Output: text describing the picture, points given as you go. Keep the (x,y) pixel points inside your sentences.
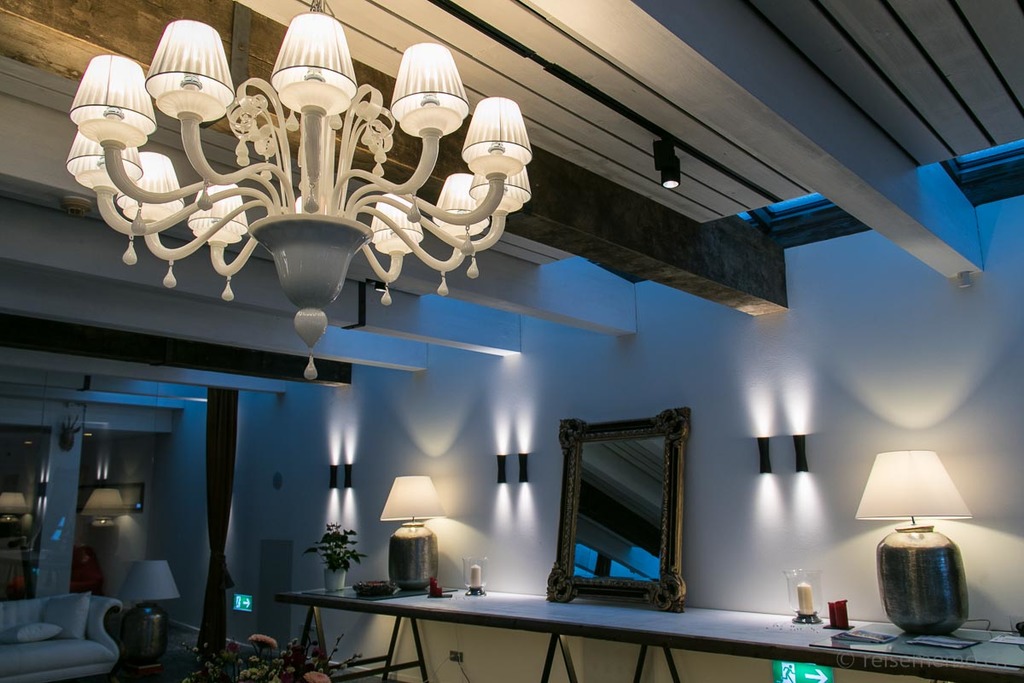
In this image we can see plants (357,562) in pot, candles (833,612), a mirror (656,545), lamps (421,577) and some books (1002,641) placed on the table (742,651). On the left side of the image (320,653) we can see some flowers (295,680), sofa (65,650) and curtains (211,467). In the background (511,485), we can see some lights (526,478) on the wall (858,442). At the top of the image (428,83) we can see a chandelier (421,65).
